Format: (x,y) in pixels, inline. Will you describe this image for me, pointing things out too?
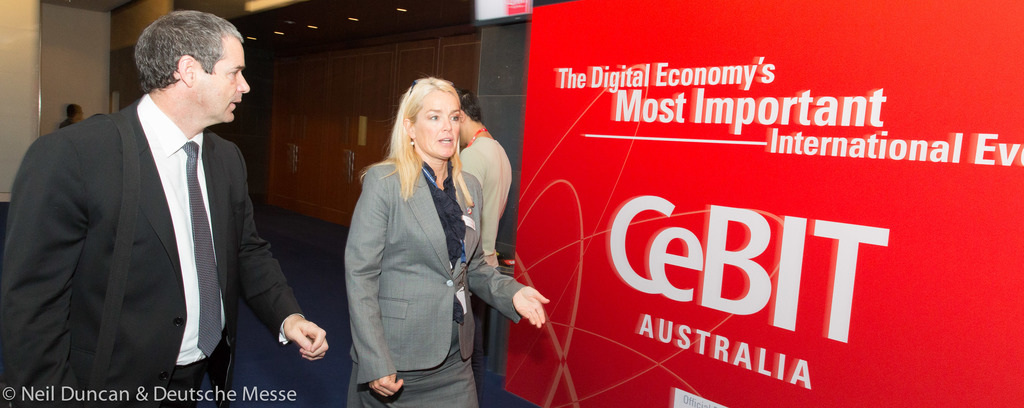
In this image I can see on the left side (120,200) a man (147,291) is there, he wore coat (170,258), tie (203,218), shirt (188,262), trouser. In the middle (424,230) a woman (429,187) is talking, she also wore coat (430,253). On the right side (906,41) there is the board (746,154) in red color.
